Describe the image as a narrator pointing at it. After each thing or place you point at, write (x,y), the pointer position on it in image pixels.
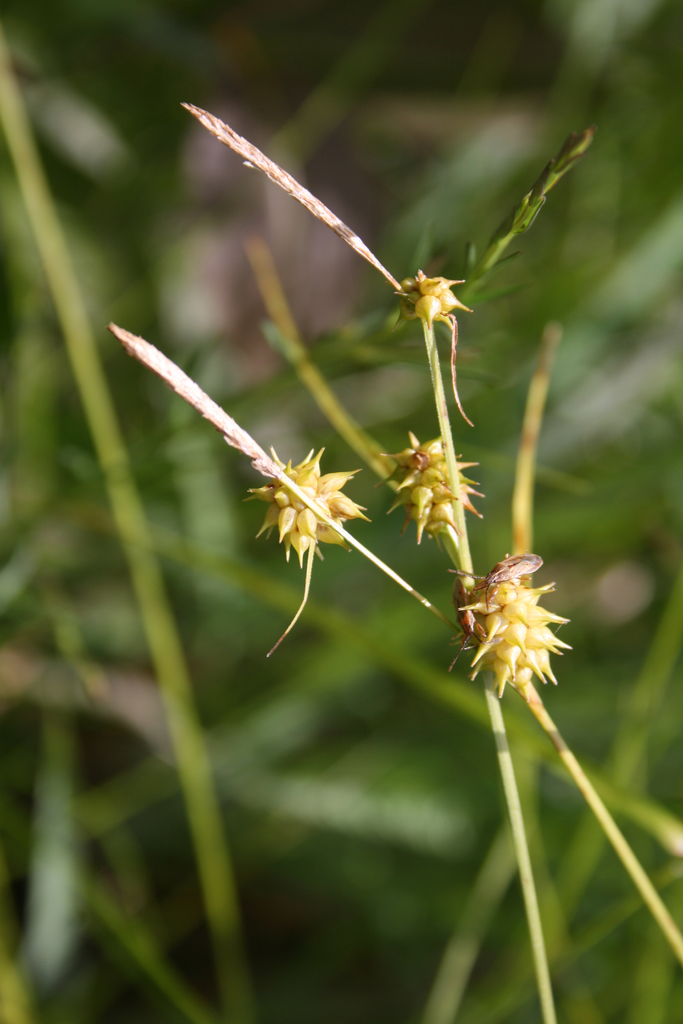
Here we can see an insect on a plant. There is a blur background (562,931) with greenery (156,479).
